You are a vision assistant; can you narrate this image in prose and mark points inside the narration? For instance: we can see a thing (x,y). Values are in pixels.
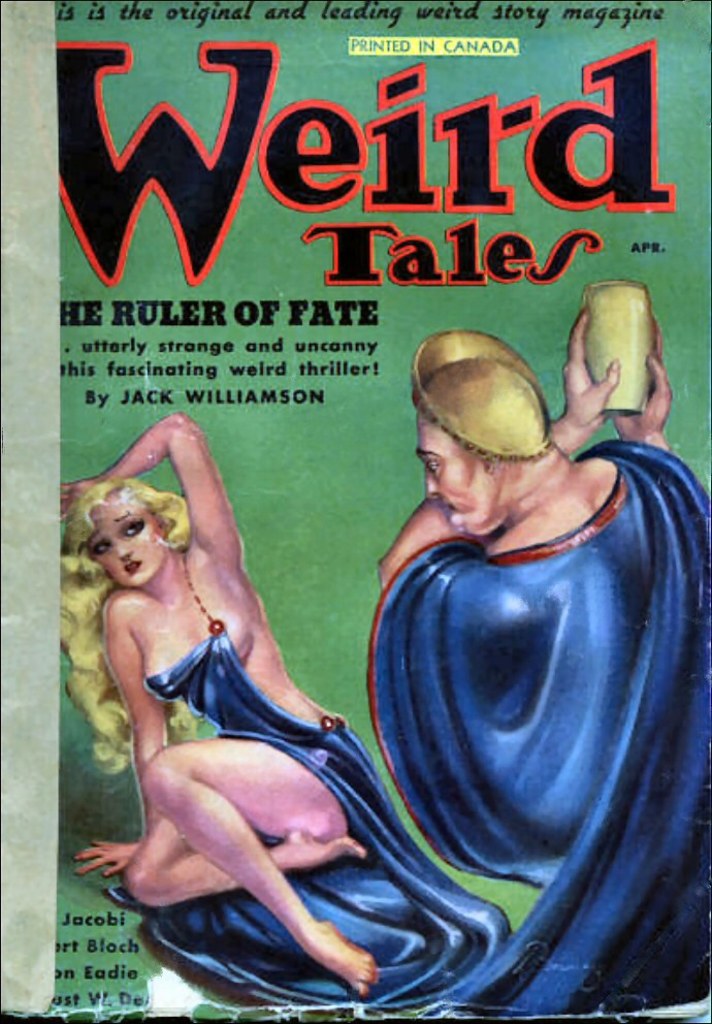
In this picture I can observe a poster (321,378). I can observe text (203,196) in the poster (176,282). The background (323,509) is in green color.
